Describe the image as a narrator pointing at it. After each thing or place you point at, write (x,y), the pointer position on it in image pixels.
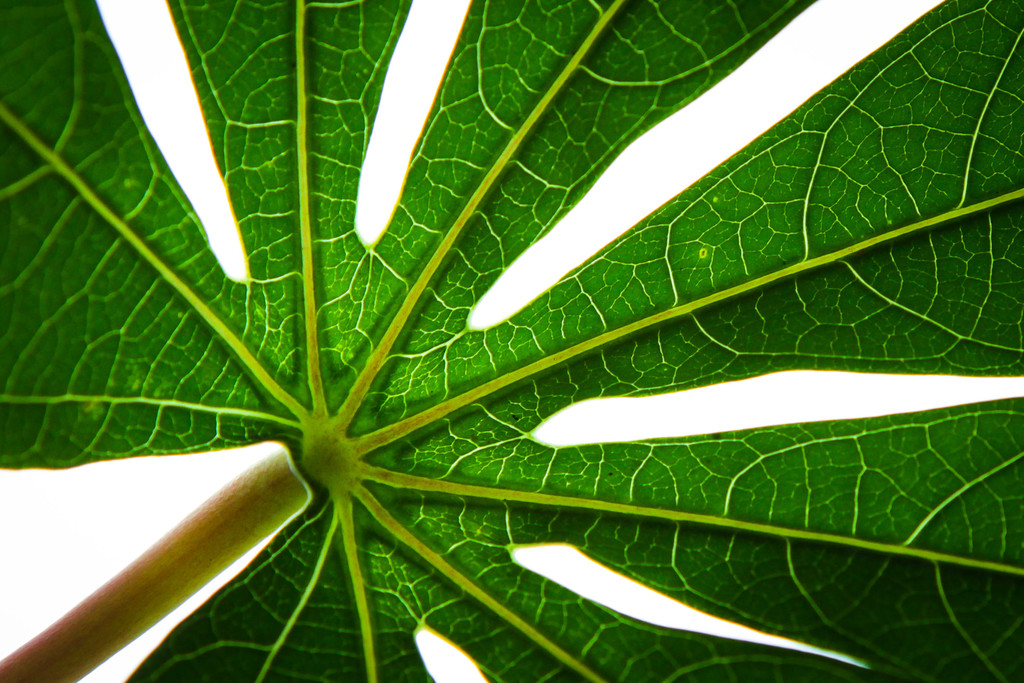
In this picture we can see a leaf (208,410).
